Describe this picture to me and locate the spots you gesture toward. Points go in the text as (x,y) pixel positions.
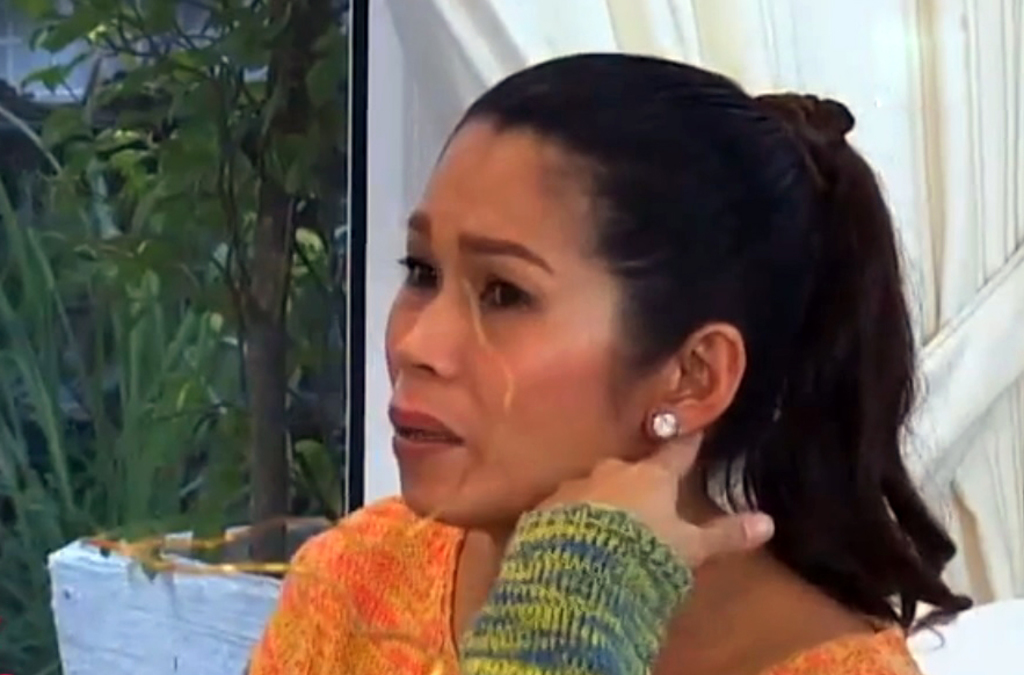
In this picture there is a woman (743,401) wearing orange dress (568,668) and there are few plants (164,315) in the left corner (143,319).
